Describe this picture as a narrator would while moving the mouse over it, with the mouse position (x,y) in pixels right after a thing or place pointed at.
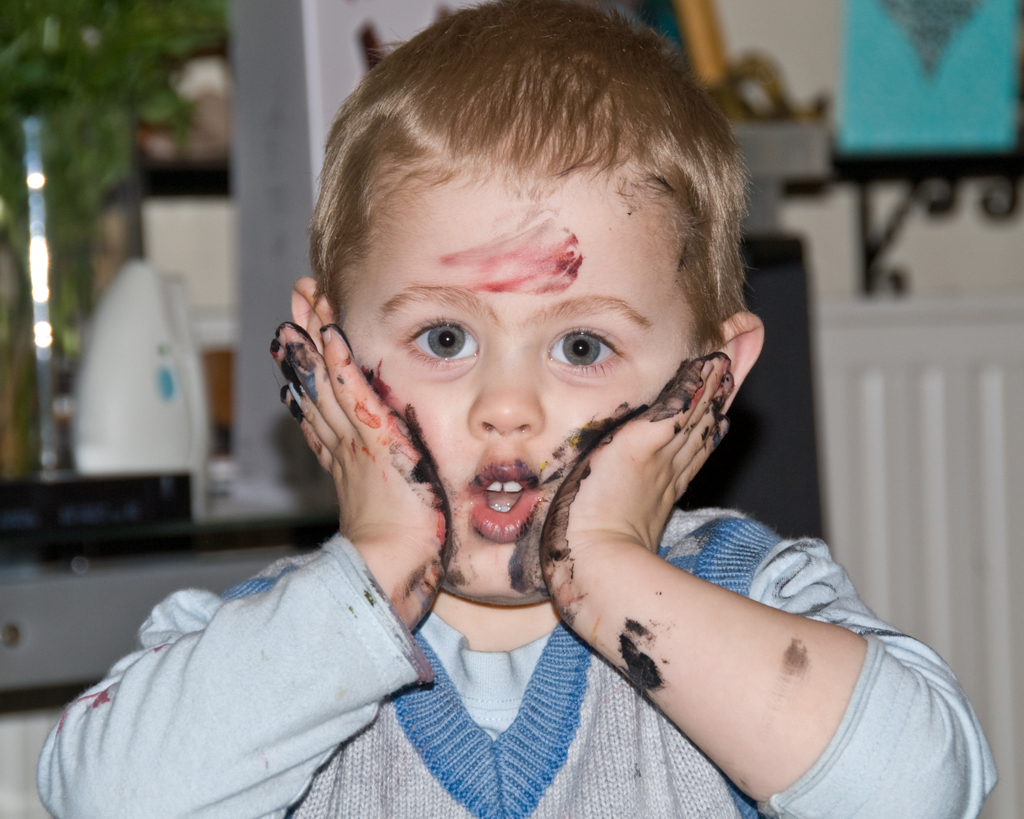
Here in this picture we can see a child (254,728) and we can see his hands (367,508) full of color and he is placing his hands (580,546) on his cheek (458,536) and we can see he is wearing a sweater (619,682) on him.
